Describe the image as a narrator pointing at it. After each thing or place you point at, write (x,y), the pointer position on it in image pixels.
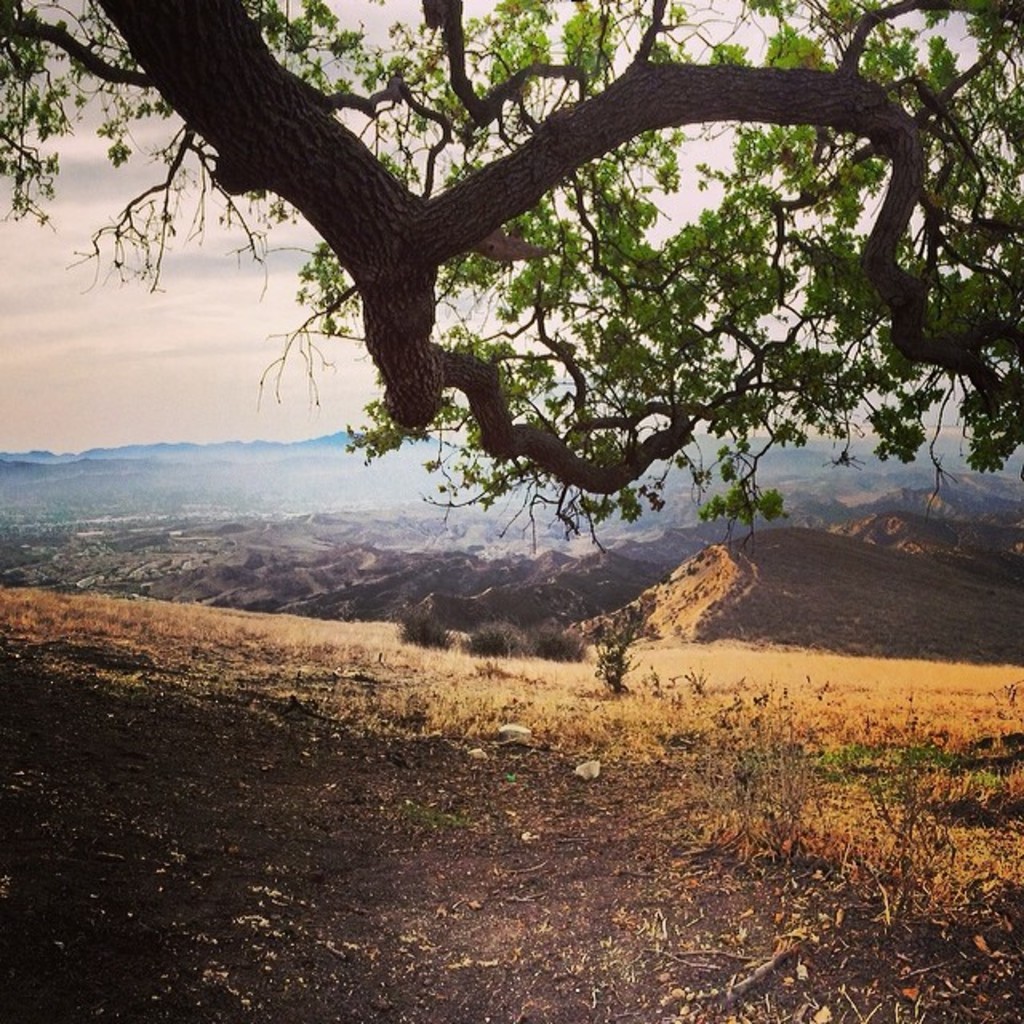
In this picture we can see a tree (381,232), in the background (578,536) we can find few hills (803,508).
